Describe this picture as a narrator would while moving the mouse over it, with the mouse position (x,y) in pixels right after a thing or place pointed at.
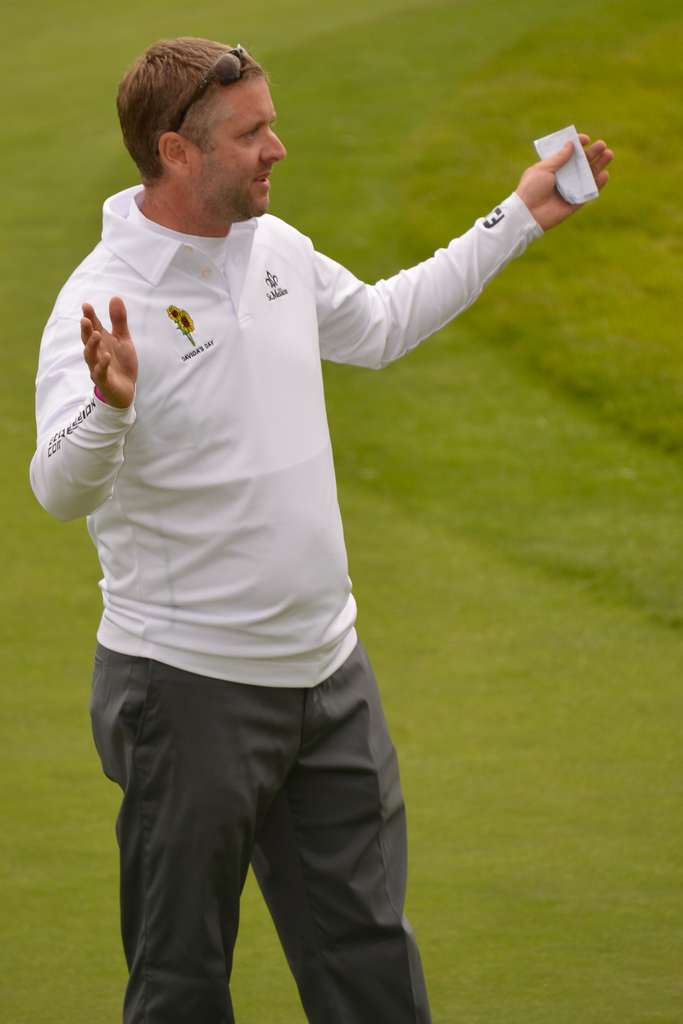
In this image, I can see a man (273,518) standing. In the background (465,475), this is the grass (523,716).
